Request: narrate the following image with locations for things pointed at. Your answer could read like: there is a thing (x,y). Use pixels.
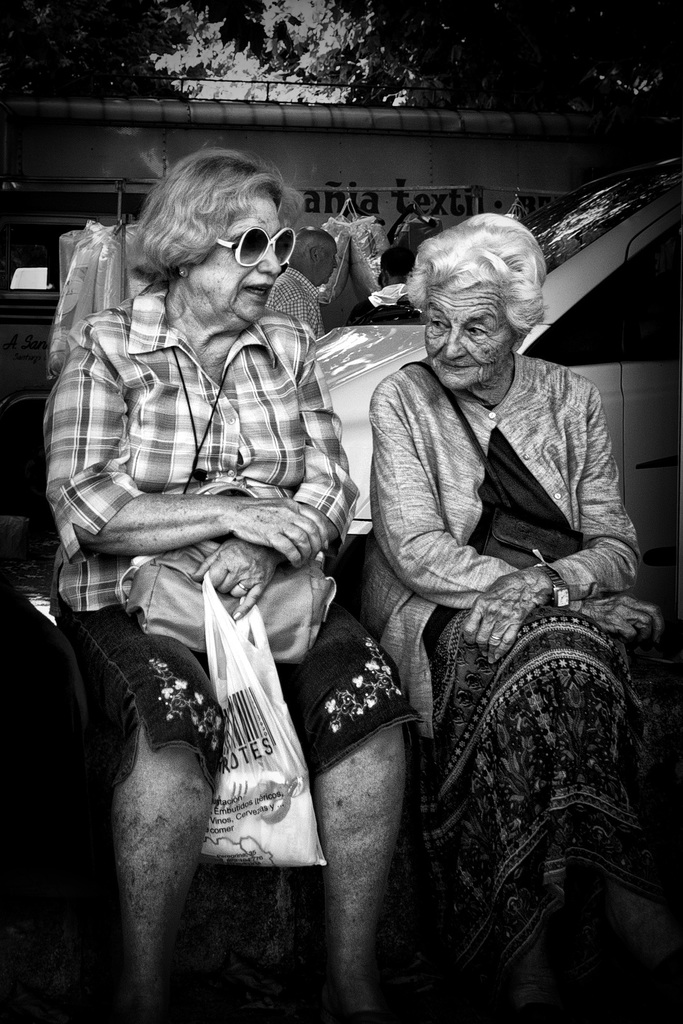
This is a black and white image, in this image there are two people (478,375) and one person (206,532) is sitting and holding a bag (187,593) and plastic covers (238,626). And in the background (17,373) there is a car (334,411), bags (375,241), vehicle (343,193), trees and objects (352,227).
